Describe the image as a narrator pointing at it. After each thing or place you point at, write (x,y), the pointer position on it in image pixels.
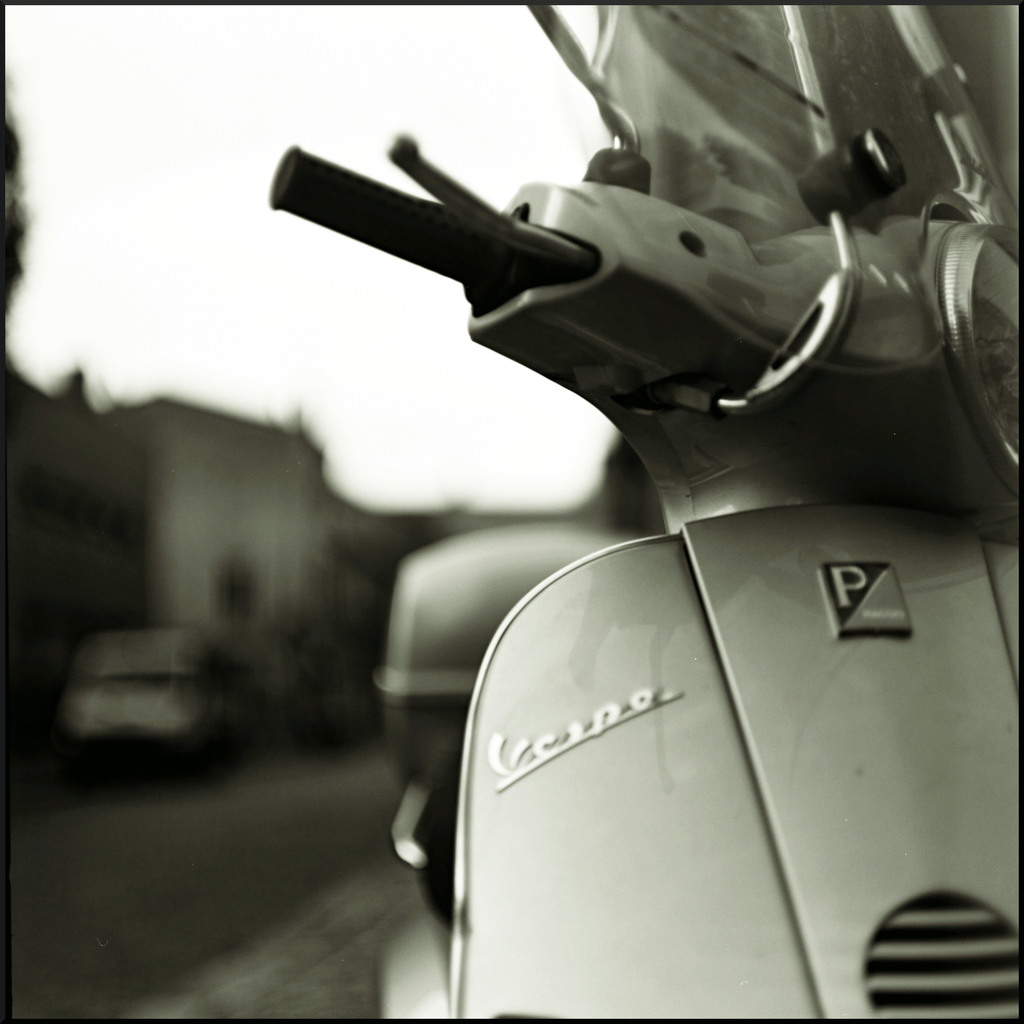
Here in this picture we can see a grey colored scooter (588,636) present on the road (366,1016) over there and behind it we can see a van (179,653) and buildings (204,559) in blurry manner.
